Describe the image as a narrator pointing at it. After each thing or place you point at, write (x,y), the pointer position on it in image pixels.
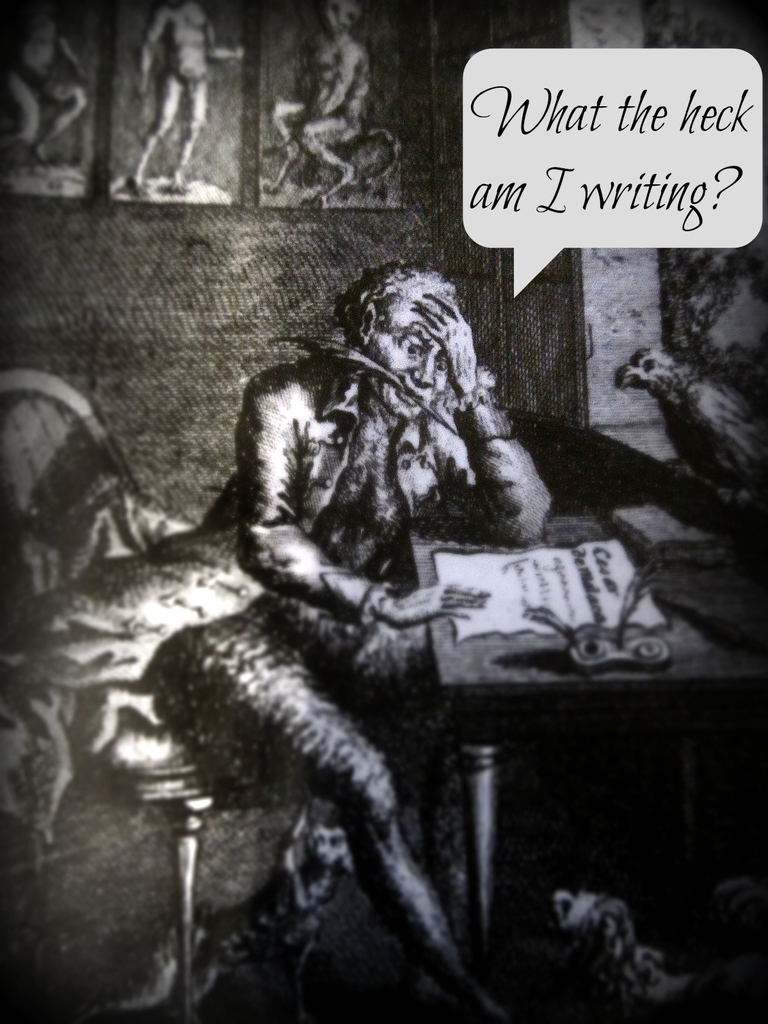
In this image I can see a person (224,670) is sitting on the chair (52,722). I can see the paper (560,573) and few objects (544,611) on the table (683,646). Back I can see few frames (272,167) attached to the wall (274,287). In front I can see a bird (725,410) and the image is in black and white and something is written on it.
